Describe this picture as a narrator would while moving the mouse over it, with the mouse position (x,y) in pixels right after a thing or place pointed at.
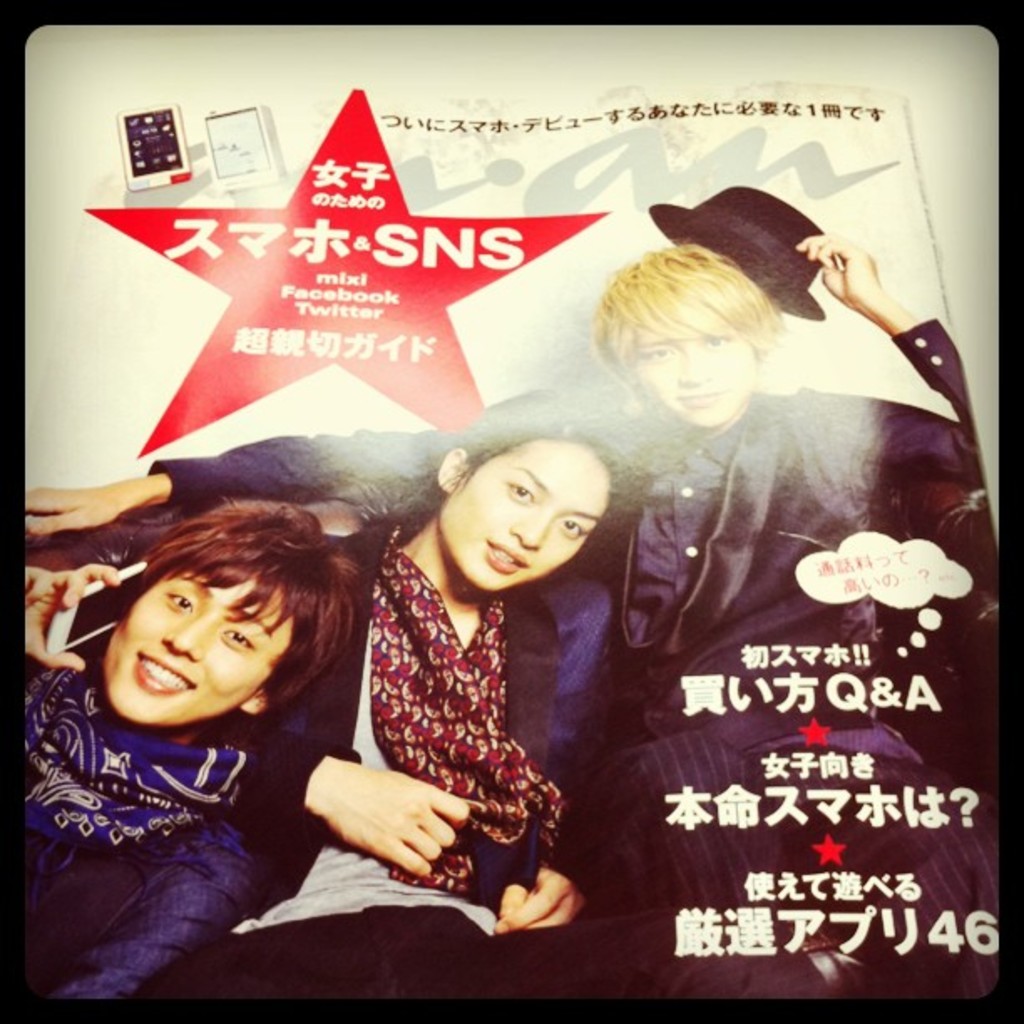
In the picture I can see three people (668,372) and among them the man (772,403) is holding a hat (803,299) in the hand (827,254) and the man (179,658) on the left side (93,731) is holding a mobile (118,620) in the hand (83,666). I can also see something written on the image.
